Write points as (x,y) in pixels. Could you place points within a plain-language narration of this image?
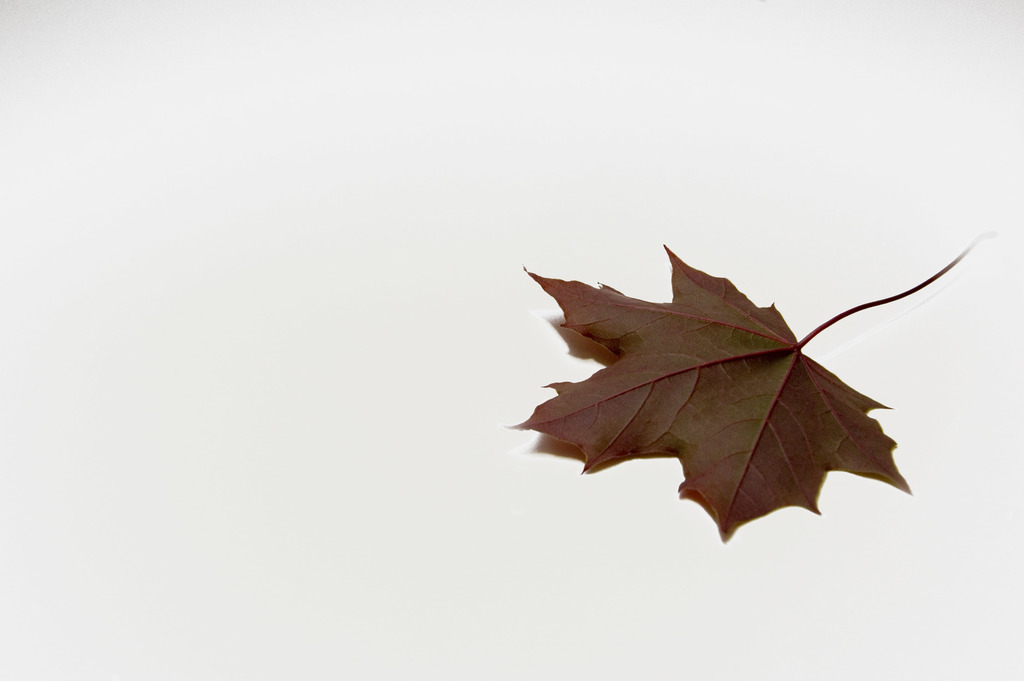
This image consists of a leaf (760,364) in brown color is kept on the floor (272,377). The background (664,134) is white in color.
